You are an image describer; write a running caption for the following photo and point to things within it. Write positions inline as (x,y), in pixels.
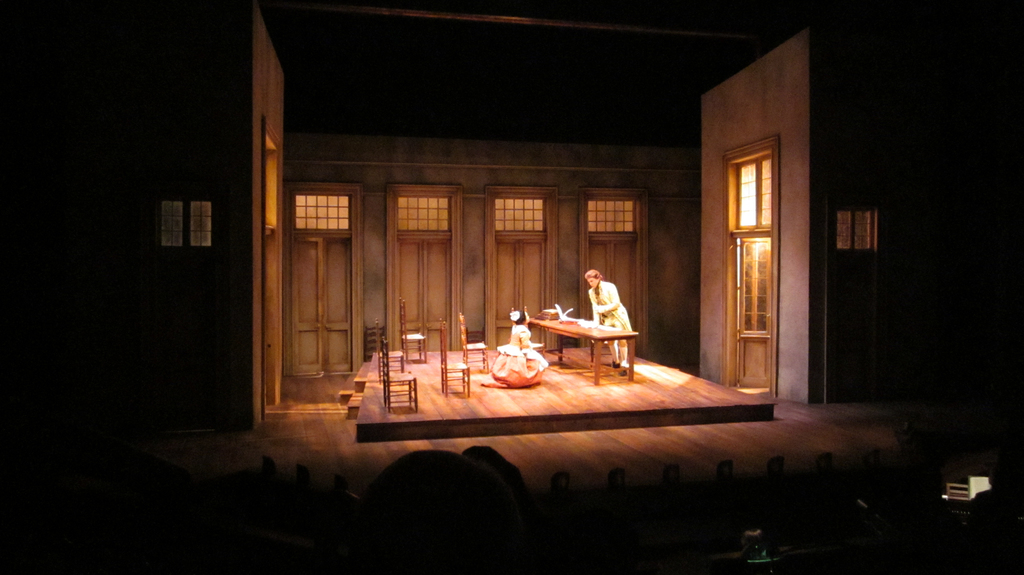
In this picture, we can see a few people (515,362), ground (432,368), table (602,333) some objects (564,313) on the table (588,331) chairs (441,351), doors (352,268), and we can see some objects (471,538) in the bottom side of the picture (412,534).
